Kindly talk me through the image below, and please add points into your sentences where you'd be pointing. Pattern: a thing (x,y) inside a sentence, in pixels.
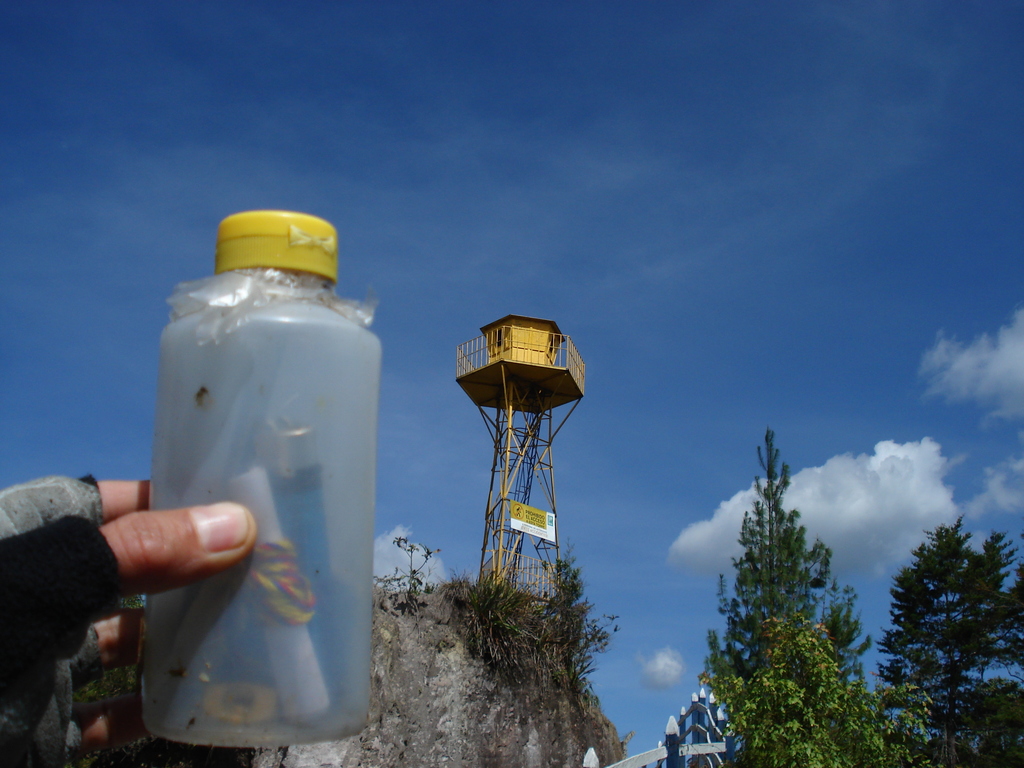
A pictures which has a tower (504,494) and a room (555,346) above the tower (551,372) and some trees (768,547) and the cloudy sky (314,179). A man (118,614) holding a bottle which has a paper (248,591) in it.
